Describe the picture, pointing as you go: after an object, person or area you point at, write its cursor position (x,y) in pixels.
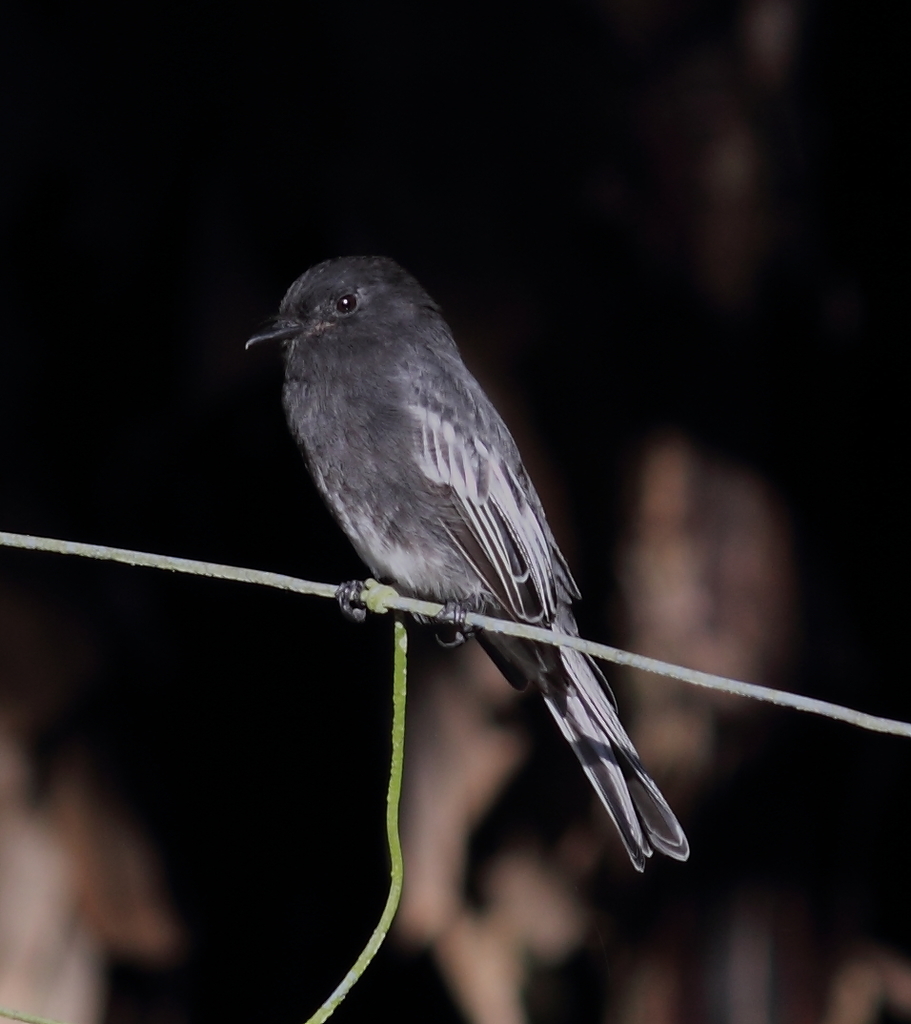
In this image I can see a wire (890,723) and on it I can see a black and white colour bird (387,496). I can also see black colour in background (438,57).
